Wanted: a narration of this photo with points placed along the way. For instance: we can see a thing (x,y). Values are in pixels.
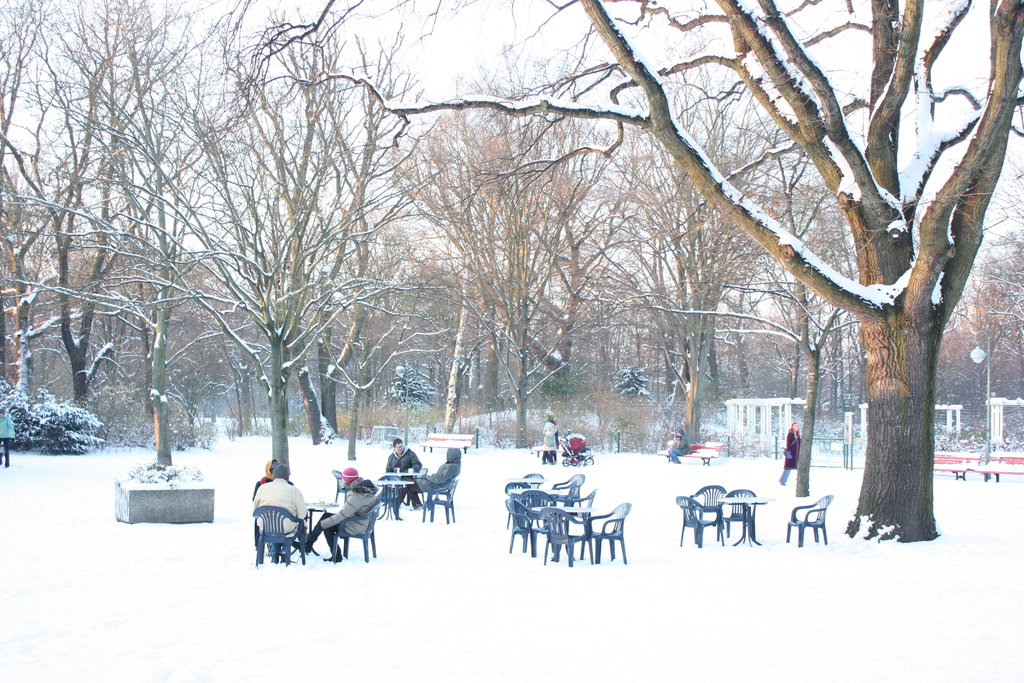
In the center of the image (454,455) we can see tables (533,489) and some persons (412,477) are sitting on a chair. In the middle of the image (443,440) we can see benches (439,446), some persons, trolley (581,443), arch (777,433), trees (160,404), plants (25,439), electric light pole (973,357). At the bottom of the image (567,641) we can see the snow (483,646). At the top of the image (470,54) we can see the sky (454,81).
